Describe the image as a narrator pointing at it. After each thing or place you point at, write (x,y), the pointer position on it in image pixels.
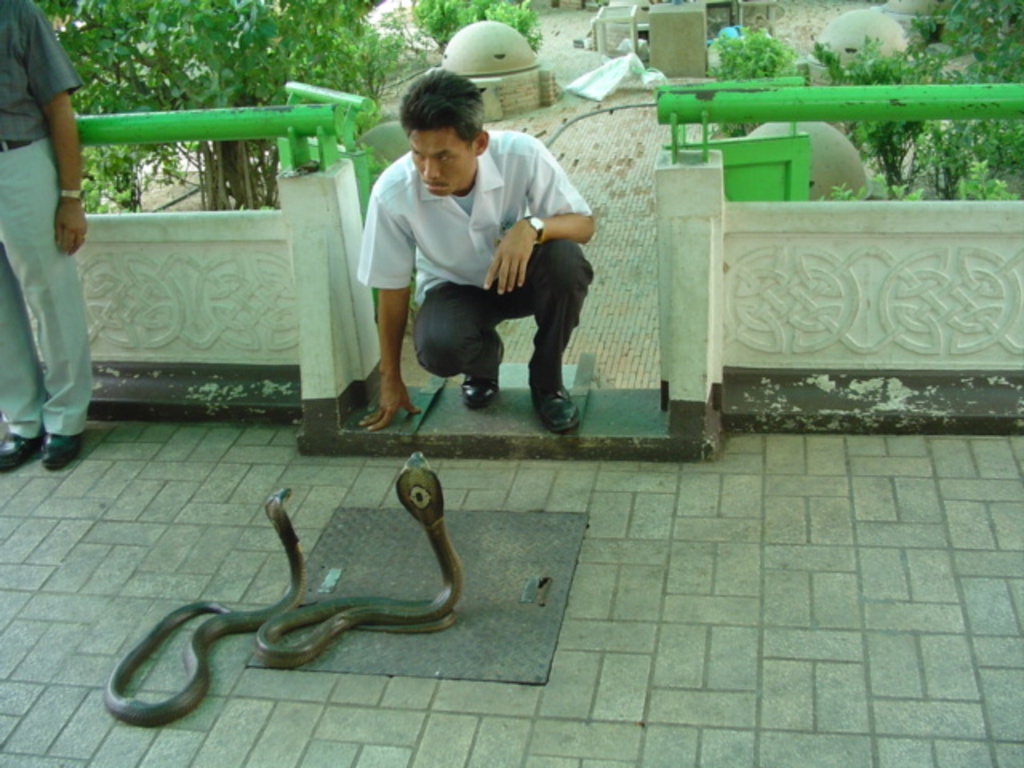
In the image there are two snakes (263,657) on the floor (594,562) with a man (446,289) sitting in front of it in white shirt (490,181) and black pant (461,365), in between the path (644,138), there is a man (31,67) standing on left side (31,23) and in the back (972,141) there are plants (221,63).
